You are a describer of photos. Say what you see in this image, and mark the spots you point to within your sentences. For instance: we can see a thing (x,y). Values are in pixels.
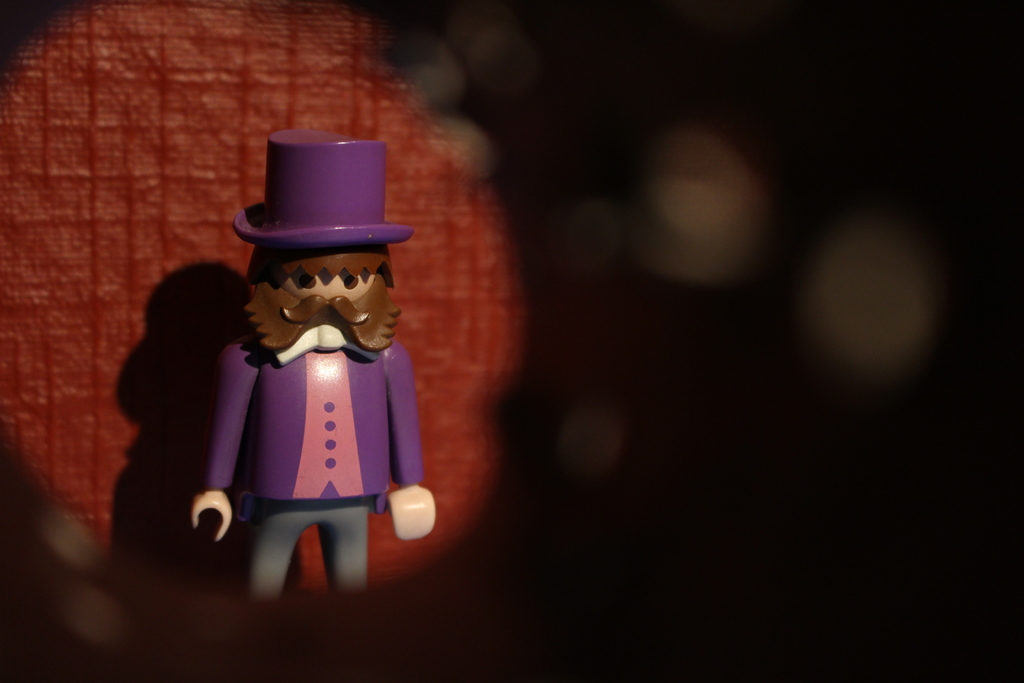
In this image, we can see a toy (292,301) and in the background (195,130), there is a wall (395,128) and some part of it is blurry.
